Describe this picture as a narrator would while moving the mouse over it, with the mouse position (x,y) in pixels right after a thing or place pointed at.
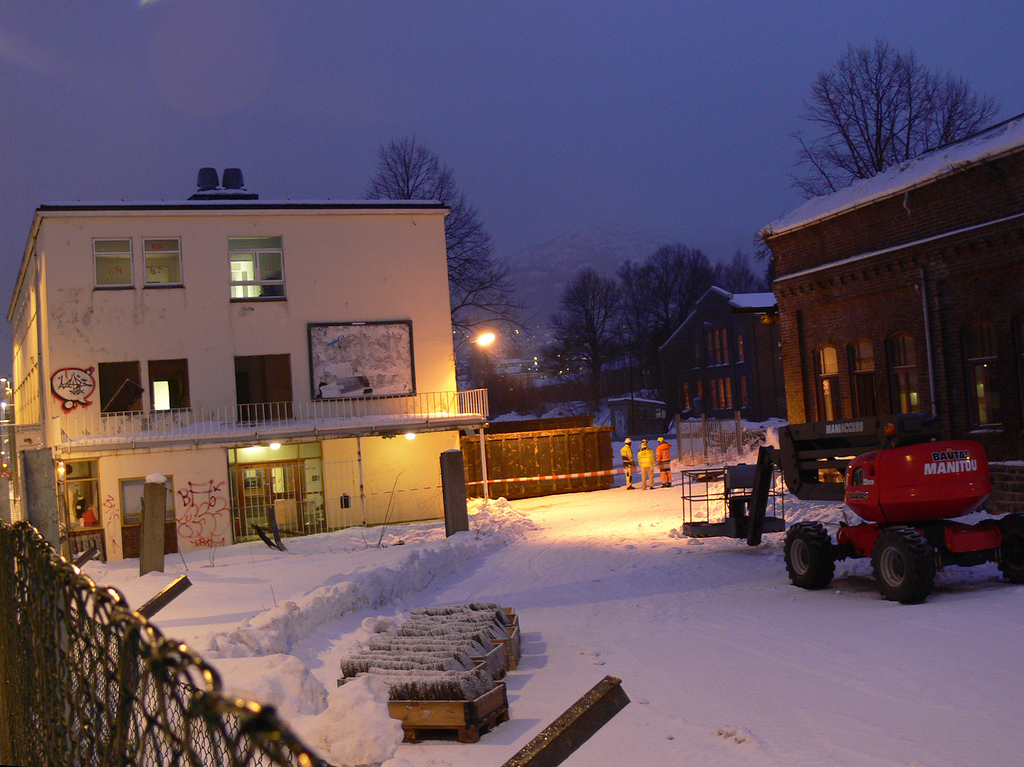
Land (547,512) is covered with snow (648,521). Here we can see a vehicle (903,575) with wheels (899,559) on the snow (818,679). Background (255,347) there are buildings (439,278) with windows (264,363), trees (480,322) and light (478,337). Graffiti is on the wall (212,471). Far there are three people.
